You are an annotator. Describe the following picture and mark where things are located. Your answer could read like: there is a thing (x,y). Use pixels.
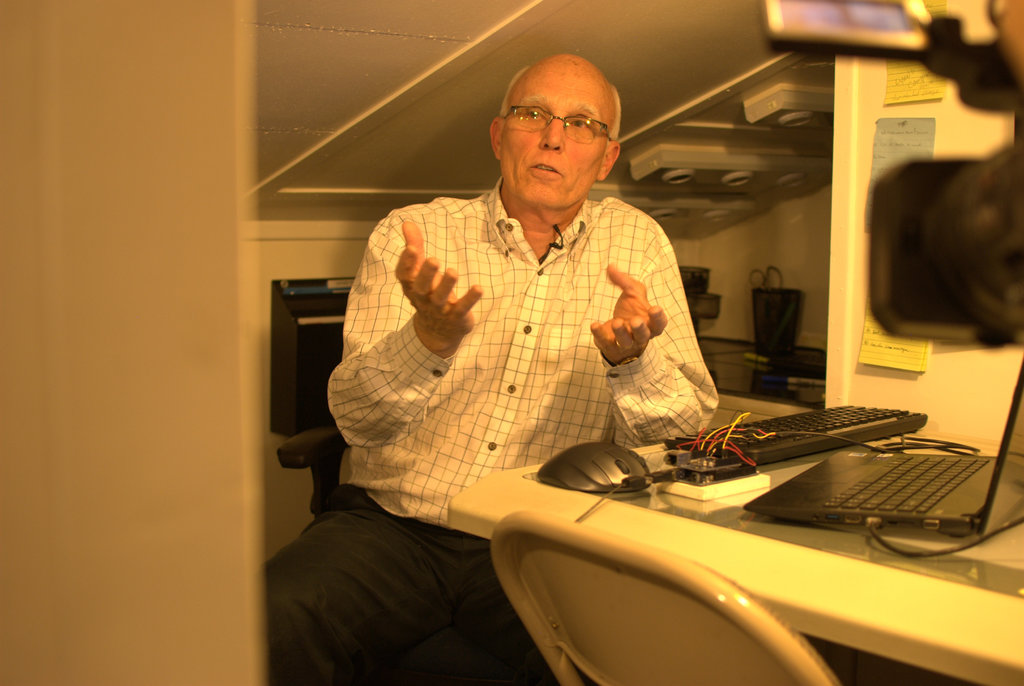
In this image there is a person (537,307) who is sitting in a chair (317,460) and he is wearing a linen shirt (509,393) and a pant (363,603). On the top right corner (950,224) there is a camera (946,189). On the table (1010,609) we can see a laptop (928,486), keyboard (835,441), wires (722,446) and a mouse (584,462). Beside the table (781,602) there is a chair (644,590). On the background (773,321) there is a basket (760,308).
